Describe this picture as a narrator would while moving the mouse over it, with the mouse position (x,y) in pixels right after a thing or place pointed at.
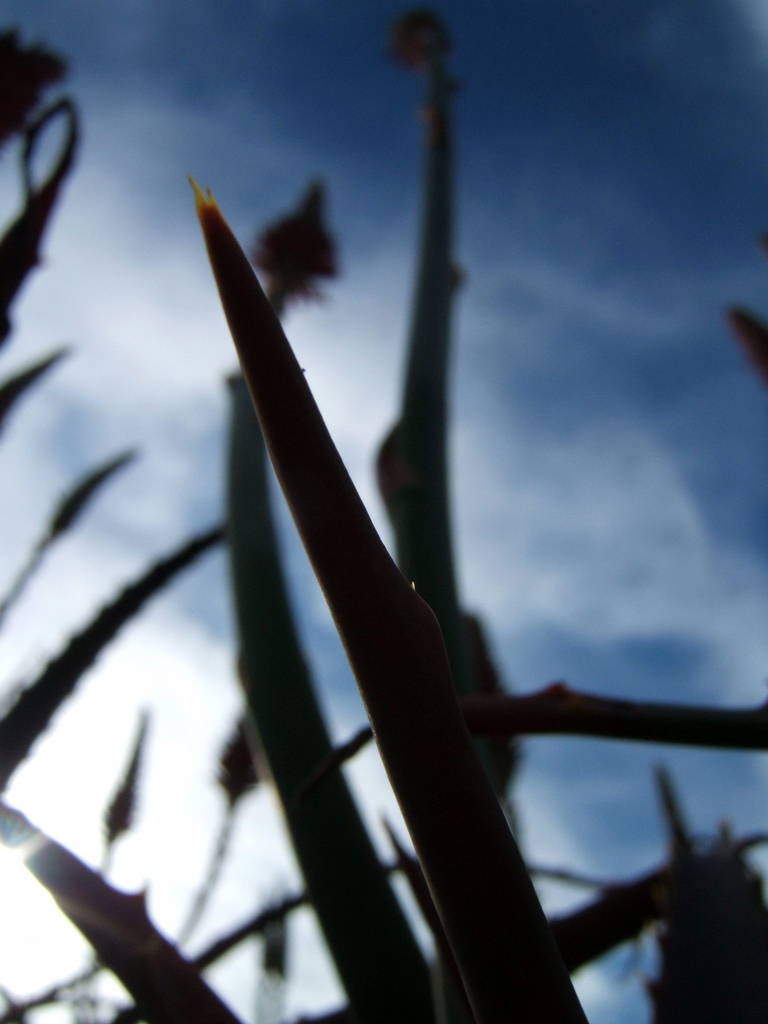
This image is slightly blurred, where we can see the plants (620,909) and in the background (622,622), we can see the blue color sky (403,232).
